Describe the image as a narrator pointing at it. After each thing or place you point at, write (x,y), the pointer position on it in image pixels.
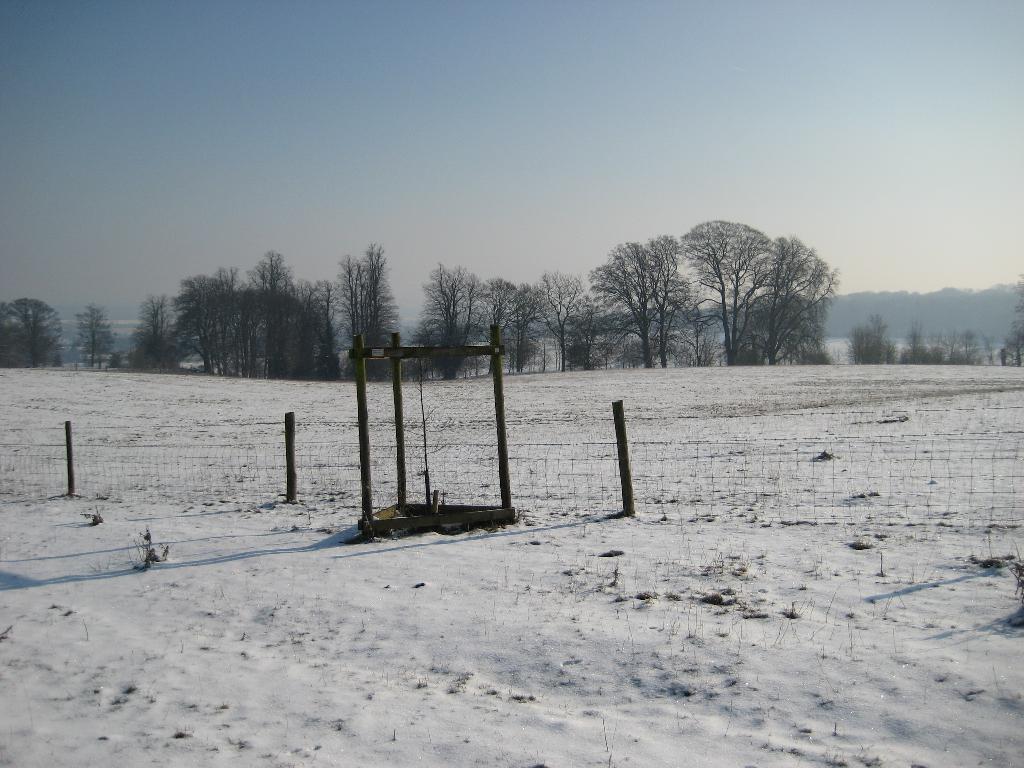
In the image there is a land (612,483) covered with a lot of snow (612,483), there is a fencing (633,471) in between the land (410,478) and in the background (282,300) there are many trees (641,299) and behind the trees (780,282) there are mountains (846,318).
